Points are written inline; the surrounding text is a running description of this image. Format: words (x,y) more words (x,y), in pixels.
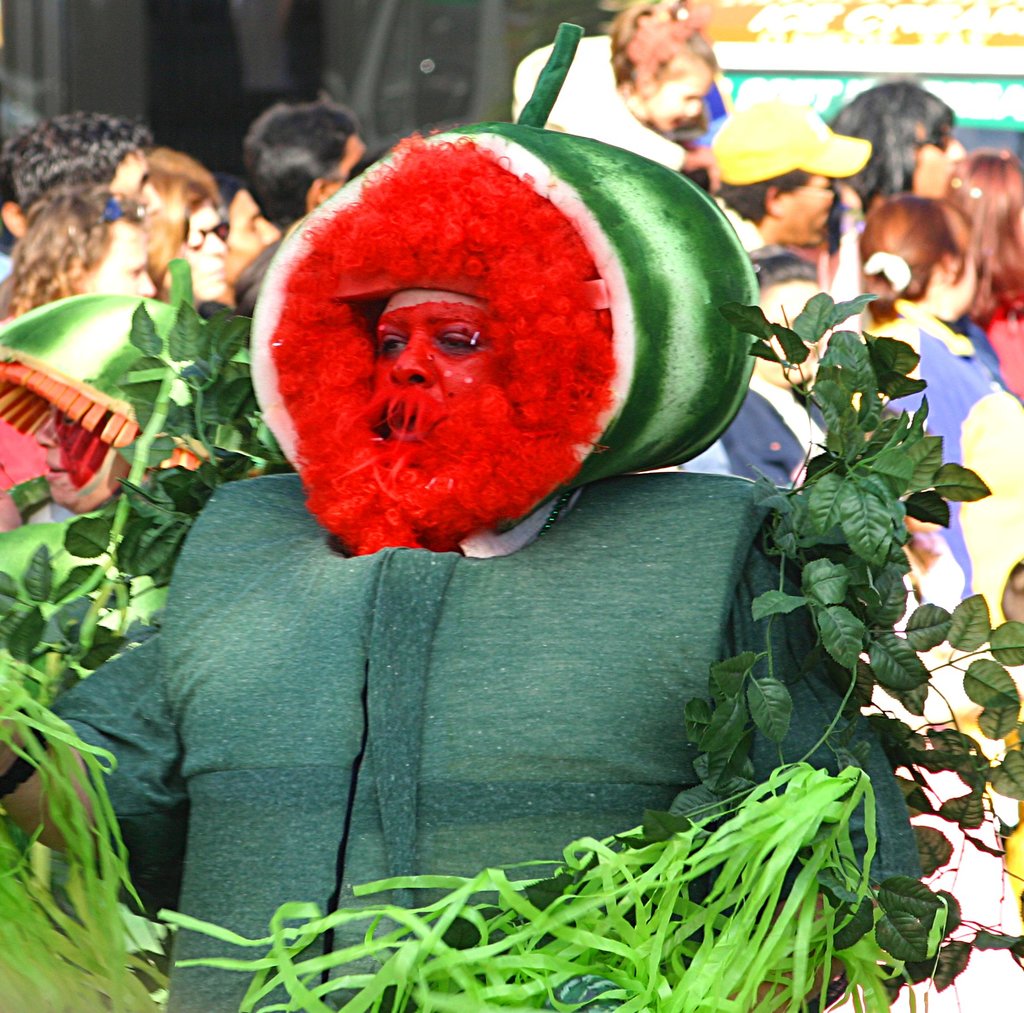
In the image there is a person (535,373) with costumes (511,414) and leaves (191,346) around him. Behind the person (226,725) there are many people (720,129) standing and also there is a blur background (900,38).
